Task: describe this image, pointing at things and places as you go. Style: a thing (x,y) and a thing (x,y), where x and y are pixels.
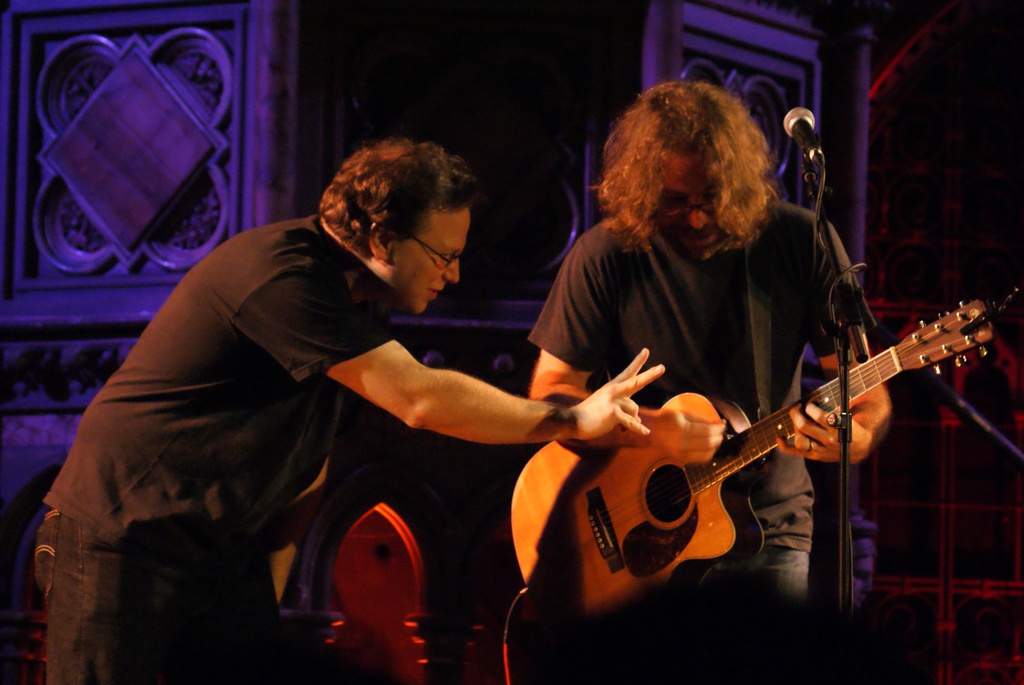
This 2 mans (98,472) are highlighted in this picture. This man (711,184) wore black t-shirt (746,375) and playing a guitar (770,429). This is a mic (796,117) with mic holder (842,302).
